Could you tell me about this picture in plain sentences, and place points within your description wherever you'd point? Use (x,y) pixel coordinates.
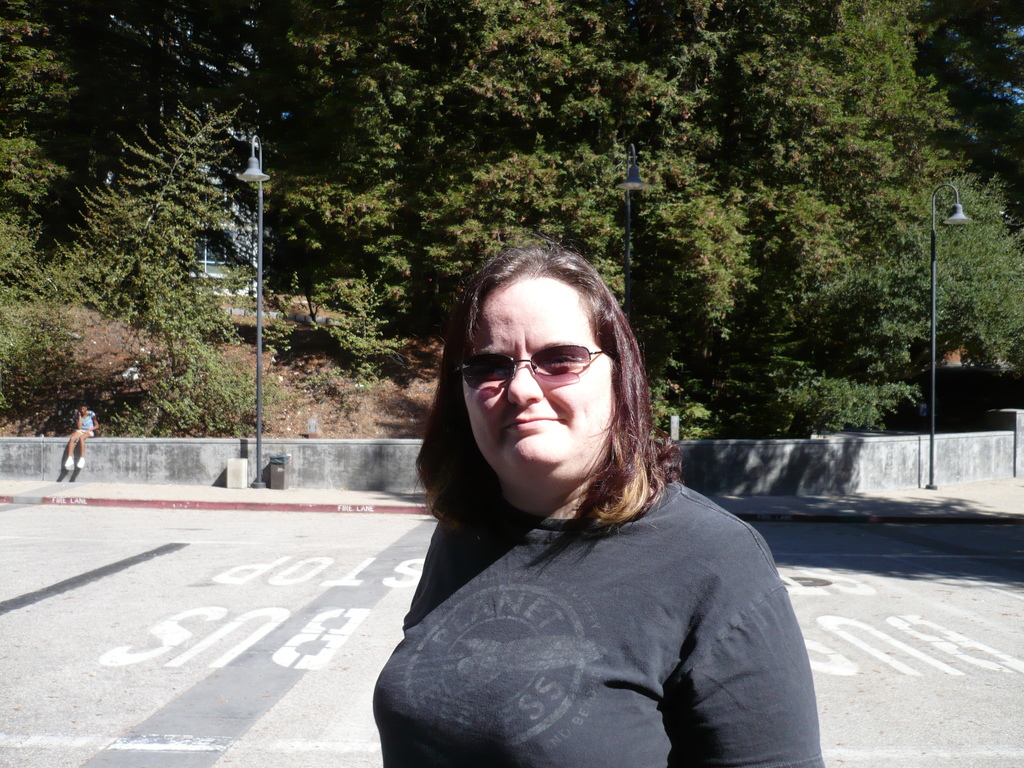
In this image I can see a woman (720,563) at the bottom (707,575) and a woman (472,413) wearing a spectacle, at the top (480,88) I can see trees (844,119), in the middle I can see the wall (918,465), in front of the wall (200,440) I can see street light poles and I can see a person (77,433) sitting on the wall (118,439).
